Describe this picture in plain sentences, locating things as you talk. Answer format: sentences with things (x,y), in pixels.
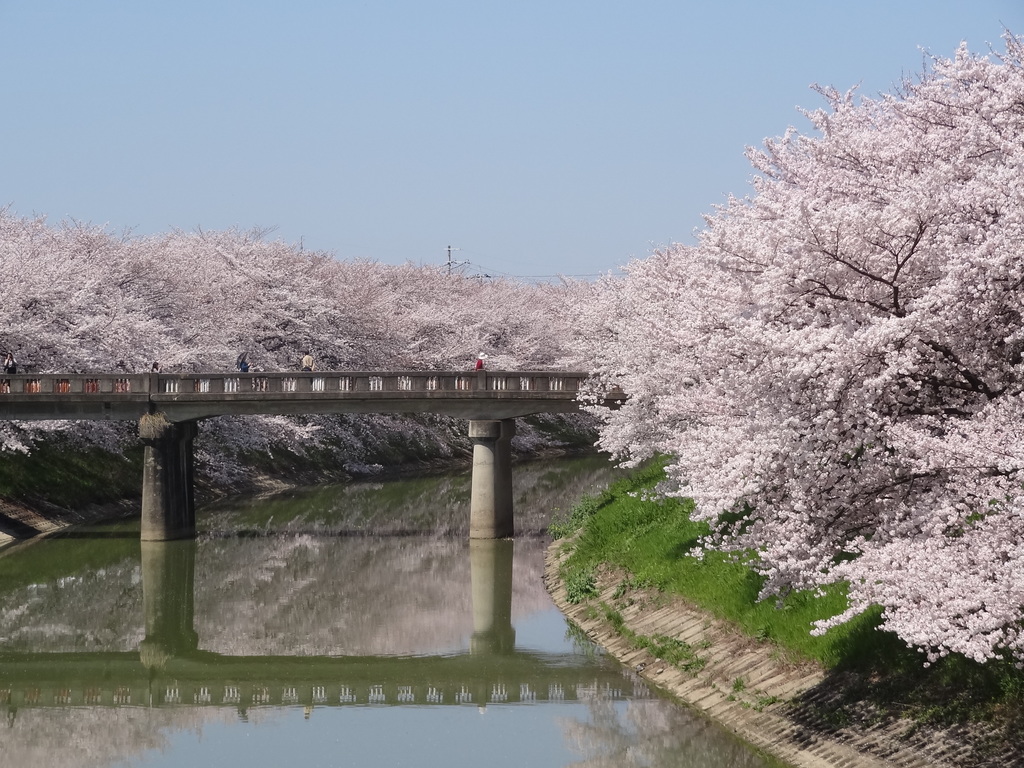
In this picture we can see flowers (561,338), trees (655,367) and grass (733,588), in the middle of the image (492,408) we can see a bridge (185,444) over the water (297,531).
